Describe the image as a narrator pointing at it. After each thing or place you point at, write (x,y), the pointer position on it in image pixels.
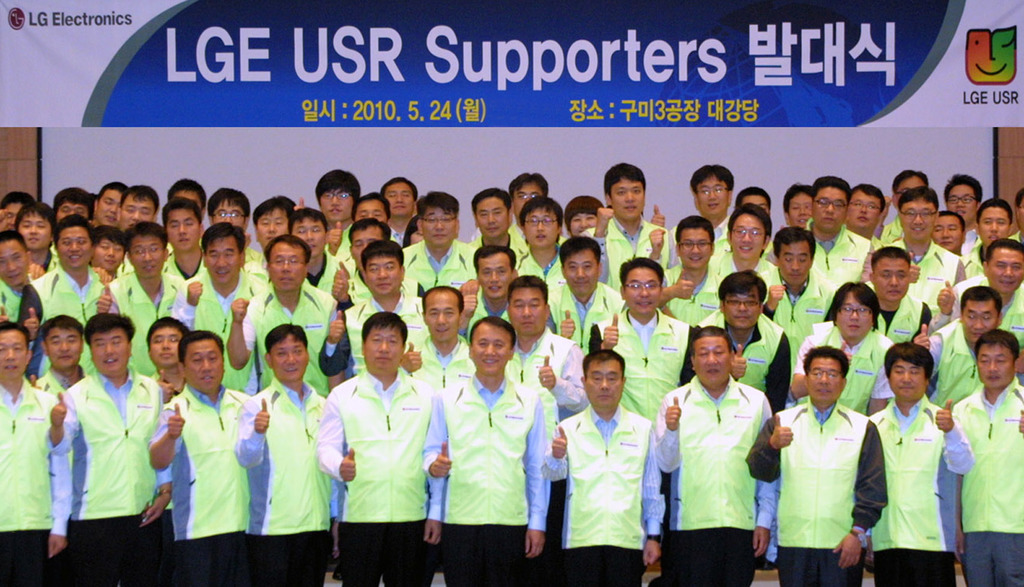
In this image there are group of persons (467,318) standing, there are persons (33,300) truncated towards the left of the image (22,373), there are persons (993,286) truncated towards the right of the image (1008,455), there is a wall (630,158) behind the persons (31,437), there is a banner (306,64) truncated towards the top of the image (540,50), there is text (646,51) on the banner (221,48), there are numbers (413,103) on the banner (430,95).
